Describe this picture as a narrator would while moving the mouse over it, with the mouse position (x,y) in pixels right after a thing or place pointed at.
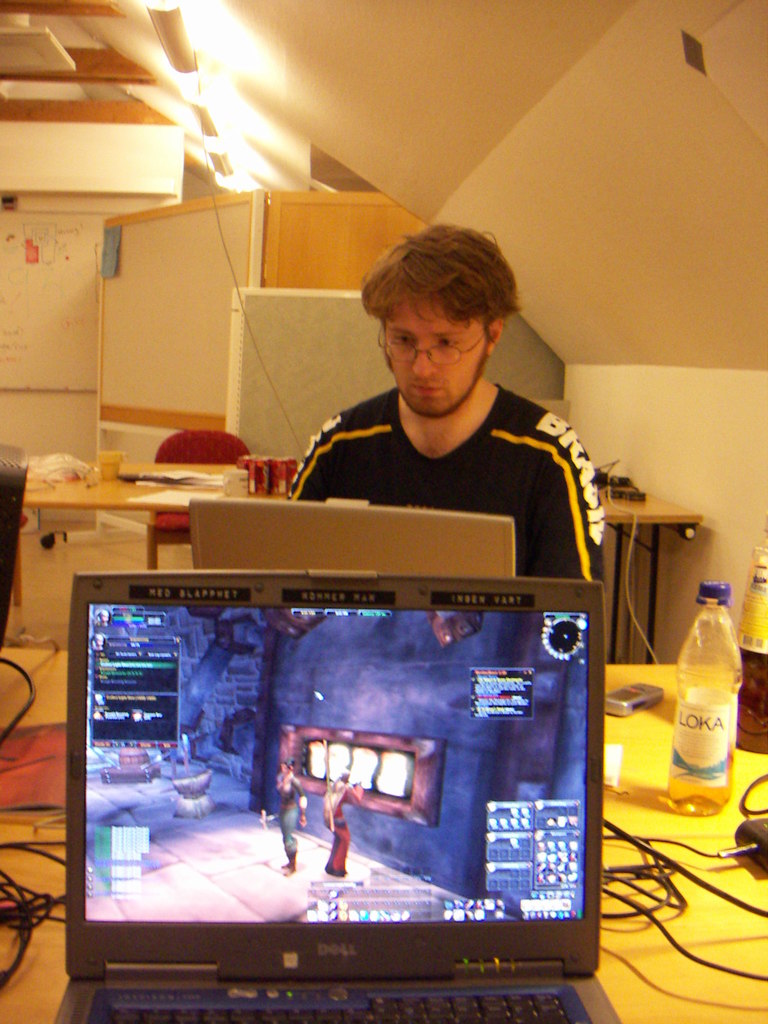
There is a laptop (196,916) which displays a picture (383,766) on it and there is a person (454,434) sitting and operating a laptop (467,520) in front of him which is placed on a table (643,725) and there are some other objects (24,766) on it.
